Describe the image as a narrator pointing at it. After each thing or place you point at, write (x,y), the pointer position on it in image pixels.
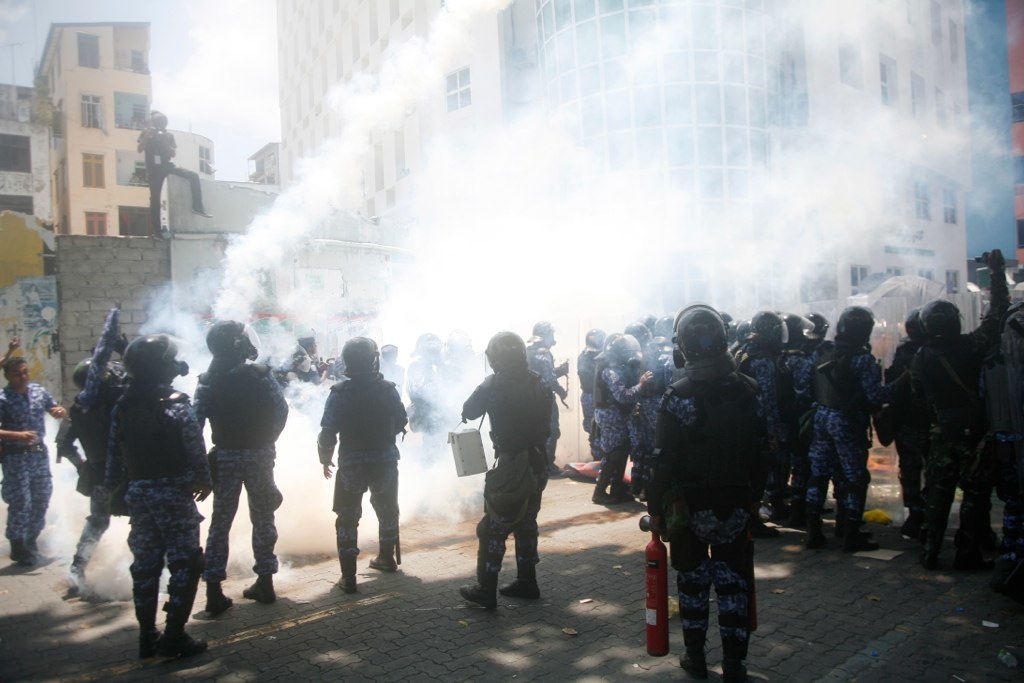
In this image there are a few people (175,446) standing on the surface (468,530) and few (381,455) are holding an object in their hands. In the background (155,206) there is a person (162,159) standing on the wall (144,245) of a one of the buildings (174,216) and there is a smoke (598,208).
